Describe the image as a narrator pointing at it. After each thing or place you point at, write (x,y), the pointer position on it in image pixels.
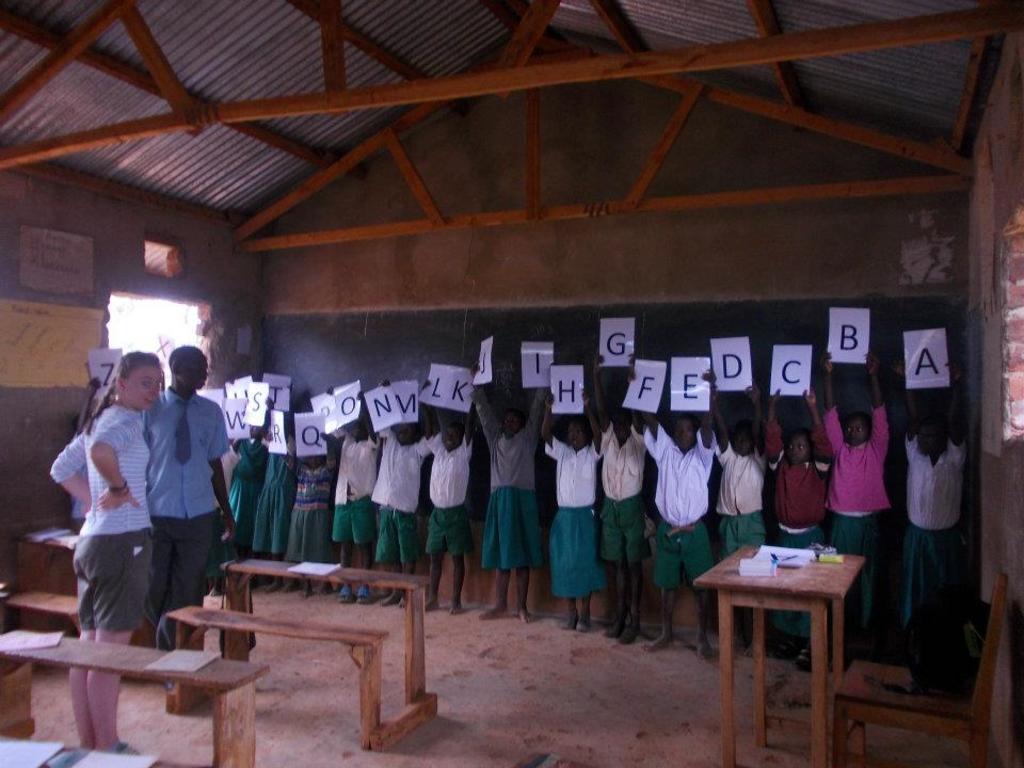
In this picture we can see a shelter (530,242), in that we can see a many children (394,477) holding a boards alphabets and there we can see a table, benches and some papers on it, and books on the table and we can also see woman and a man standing near the benches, to the ceiling (54,105) we can see a wooden sticks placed to the ceiling (40,97).
